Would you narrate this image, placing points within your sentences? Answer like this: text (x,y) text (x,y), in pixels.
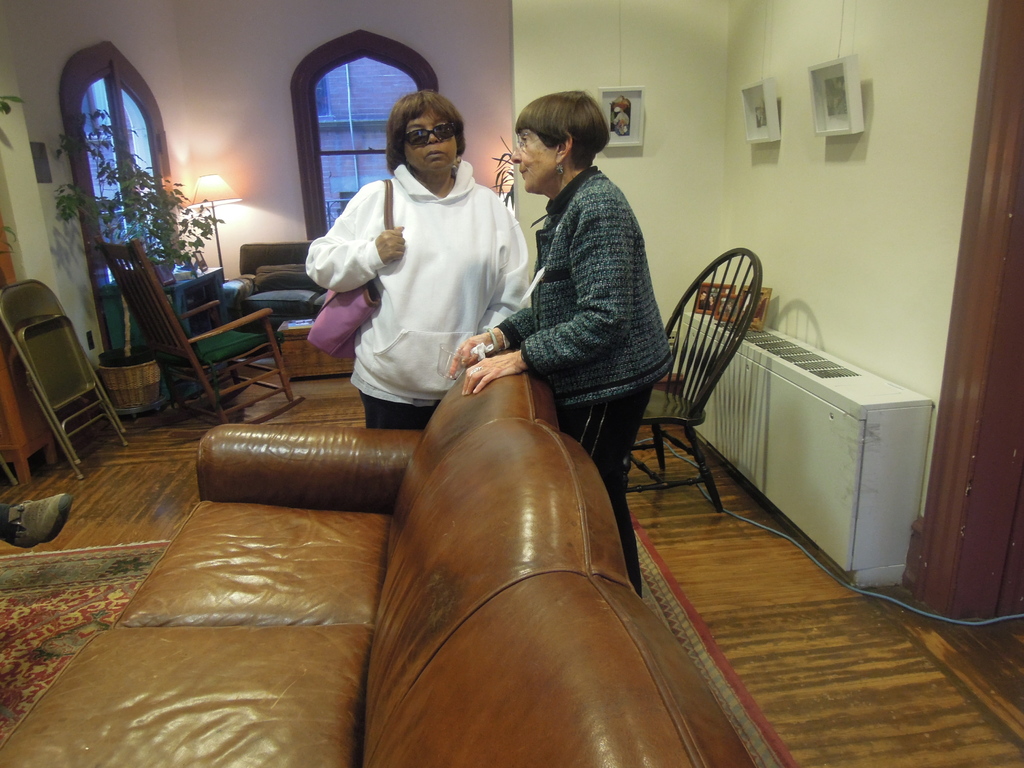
In this image I see 2 women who are near the sofa (681,737) and this woman (467,204) is holding a bag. I can also see these 2 are standing. In the background (358,178) I see the chairs (29,311), windows (114,237), plant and the wall (202,163).
